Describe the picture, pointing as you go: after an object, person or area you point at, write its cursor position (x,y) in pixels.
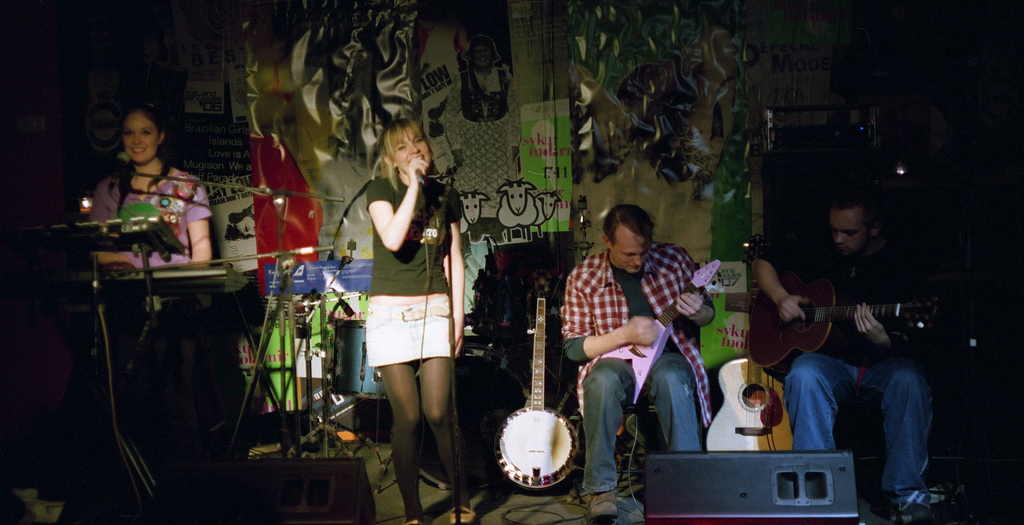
This image is taken in a concert. There are four people (408,142) in this image. In the left side of the image (160,107) a girl (150,124) is standing and playing a musical instrument (70,235). In the middle of the image (389,285) a girl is standing and singing with a mic (416,162). In the right side of the image (913,501) two men (846,267) are sitting on a chair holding a guitars (921,317) in their hands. At the background (642,15) there is a wall (561,92) with posters (347,100) on it.
